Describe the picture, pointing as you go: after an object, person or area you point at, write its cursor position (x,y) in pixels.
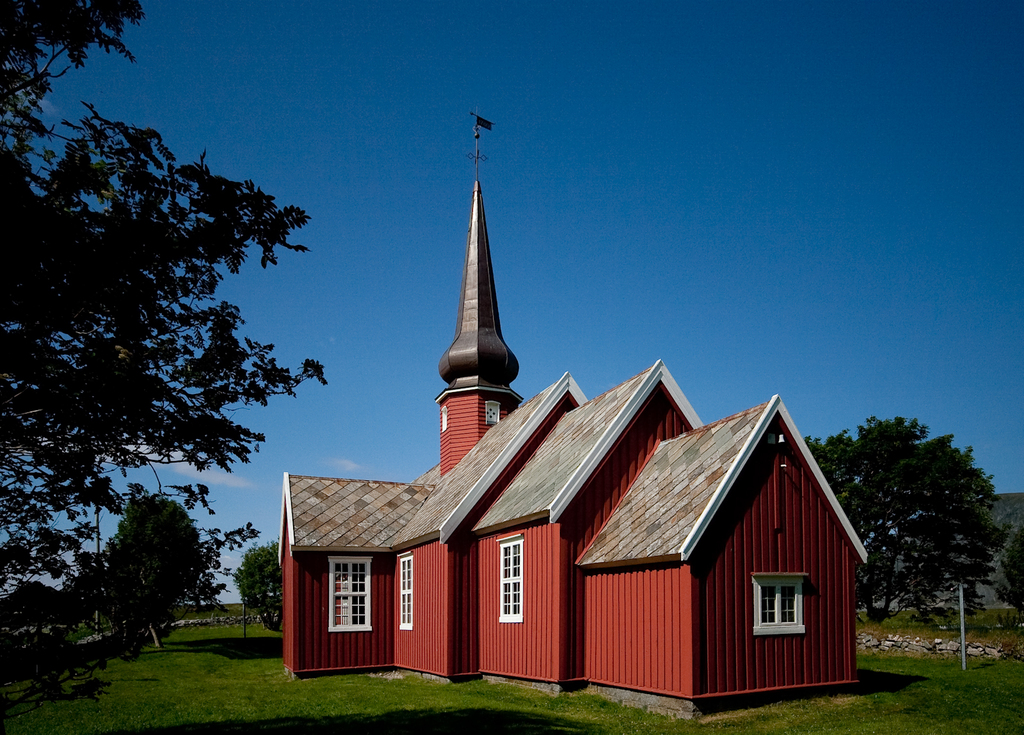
In this image we can see a house (649,563), trees (175,612), grass (229,608). At the top of the image (447,100) there is sky (491,97).
